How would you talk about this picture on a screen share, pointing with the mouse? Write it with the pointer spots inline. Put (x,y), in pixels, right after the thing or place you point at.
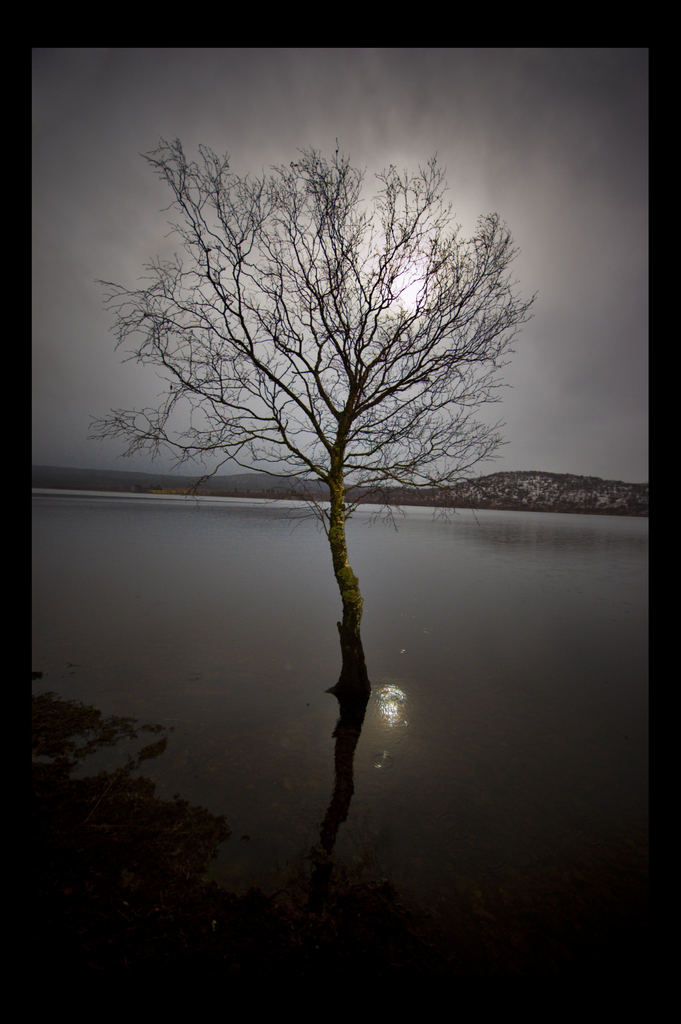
In this image I can see a tree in water (73,497).
